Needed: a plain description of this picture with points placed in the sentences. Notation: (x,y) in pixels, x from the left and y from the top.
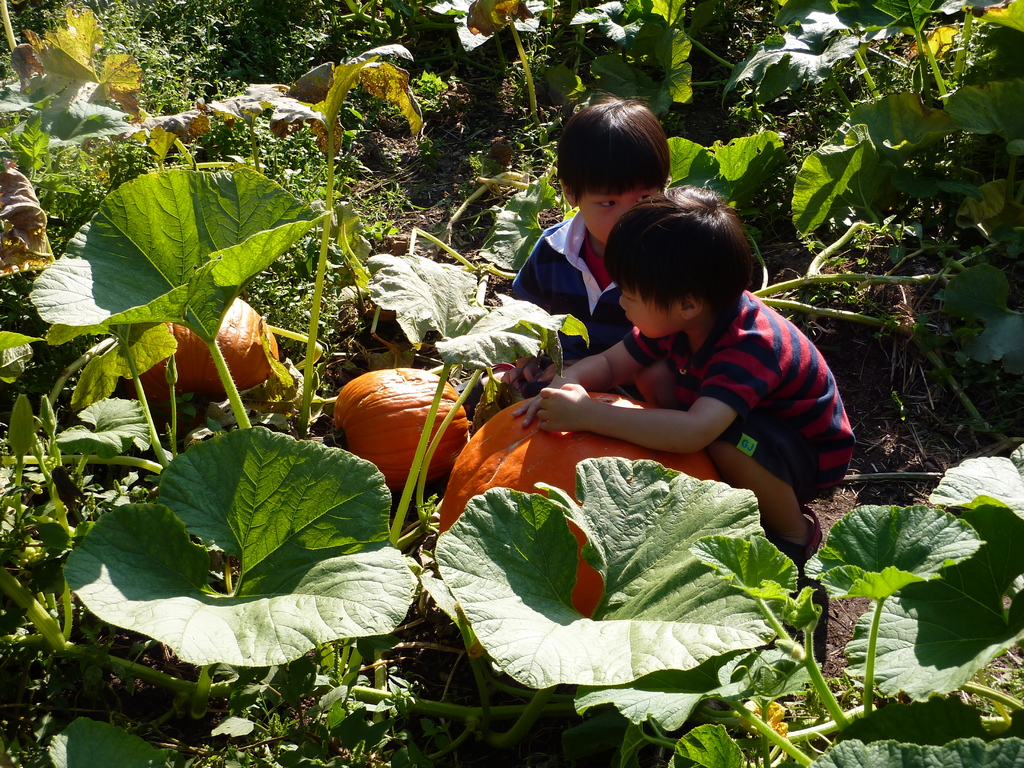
In the image there are two kids (644,330), pumpkins (497,425) and plants (463,262).
